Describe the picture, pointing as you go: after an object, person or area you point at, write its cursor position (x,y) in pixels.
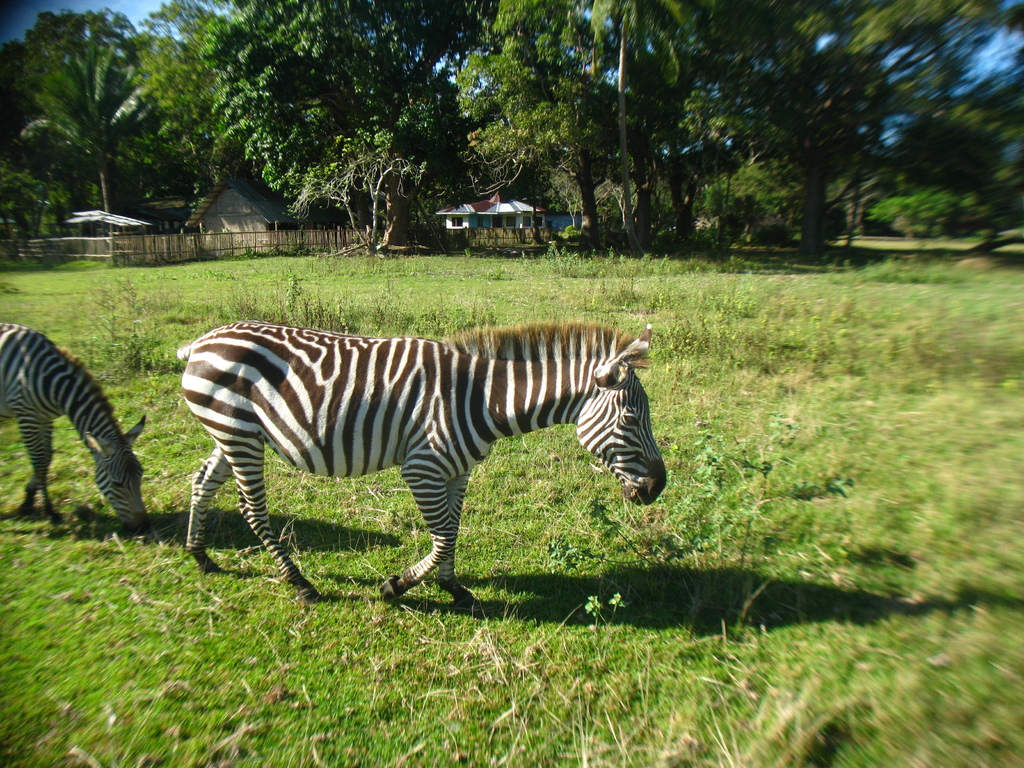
In this picture we can see two zebras (46,429), at the bottom (682,650) there is grass (681,655), a zebra (31,404) on the left side (144,425) is grazing, in the background (499,215) there is a house (461,220), fencing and trees (173,78), we can see the sky (138,0) at the left top of the picture (119,3).
